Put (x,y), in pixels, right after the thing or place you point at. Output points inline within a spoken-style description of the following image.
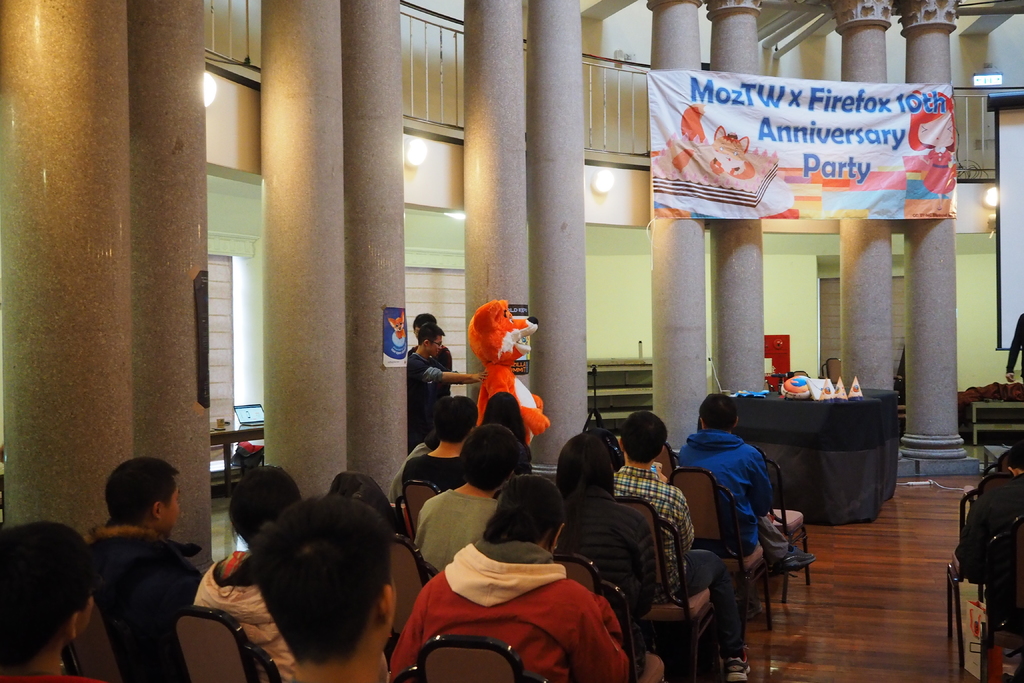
In this image we can see some people (488,338) standing. In that a person (531,399) is wearing the costume (532,414). We can also see a table (746,410) with some objects (759,396) on it, a banner (661,196) with some text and pictures (887,182) on it which is tied to the pillars (660,400), the railing (591,82), a display screen (1015,169), some lights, a laptop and a cup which are placed on a table (249,426). We can also see a group of people (677,501) sitting on the chairs (696,506).
